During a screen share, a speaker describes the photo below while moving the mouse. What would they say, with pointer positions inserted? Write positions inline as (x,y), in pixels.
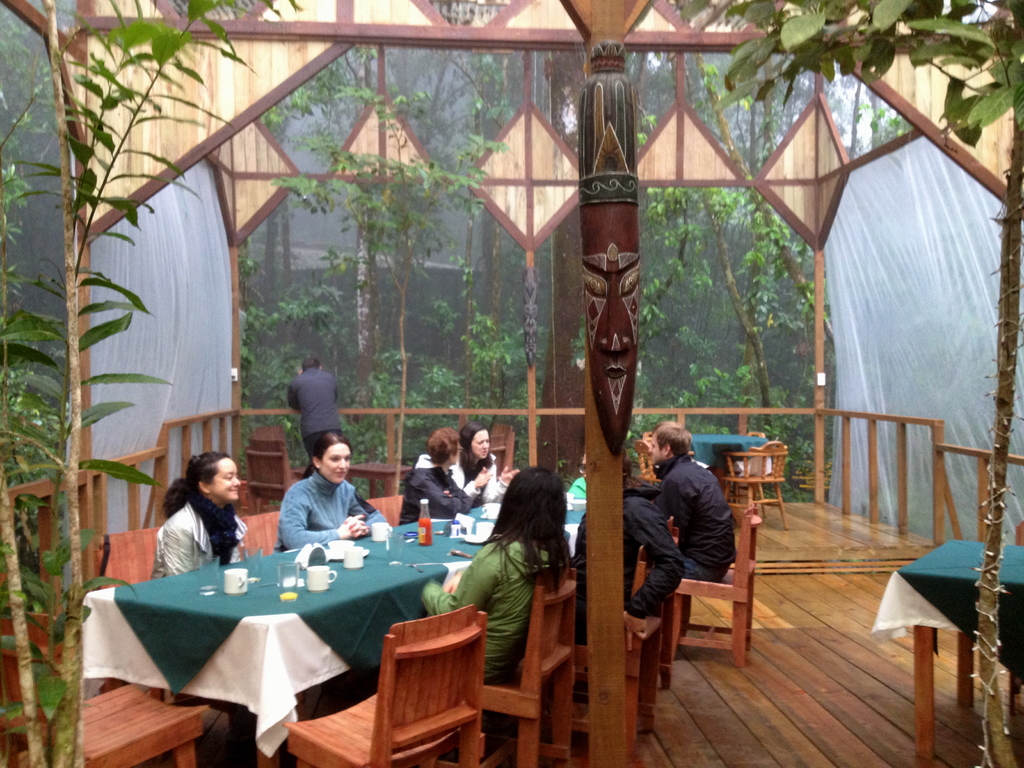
There are group of people (452,598) sitting in chairs (398,518) and there is a table (423,558) in front of them which consists of cup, glass (293,575) and there are trees (365,378) around them.
